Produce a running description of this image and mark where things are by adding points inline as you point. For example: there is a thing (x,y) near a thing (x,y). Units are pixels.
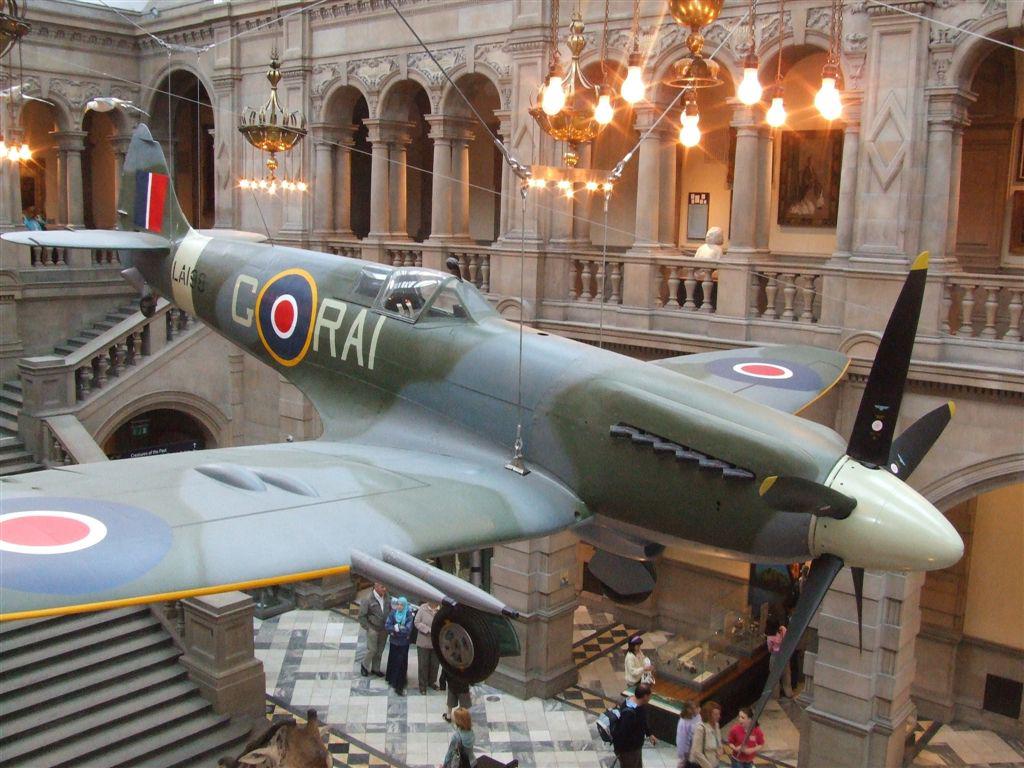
In this image we can see the inner view of a building (345,617) and there is an aircraft (501,417) in the middle of the image (670,477). We can see some people (718,759) at the bottom of the image (628,652).
